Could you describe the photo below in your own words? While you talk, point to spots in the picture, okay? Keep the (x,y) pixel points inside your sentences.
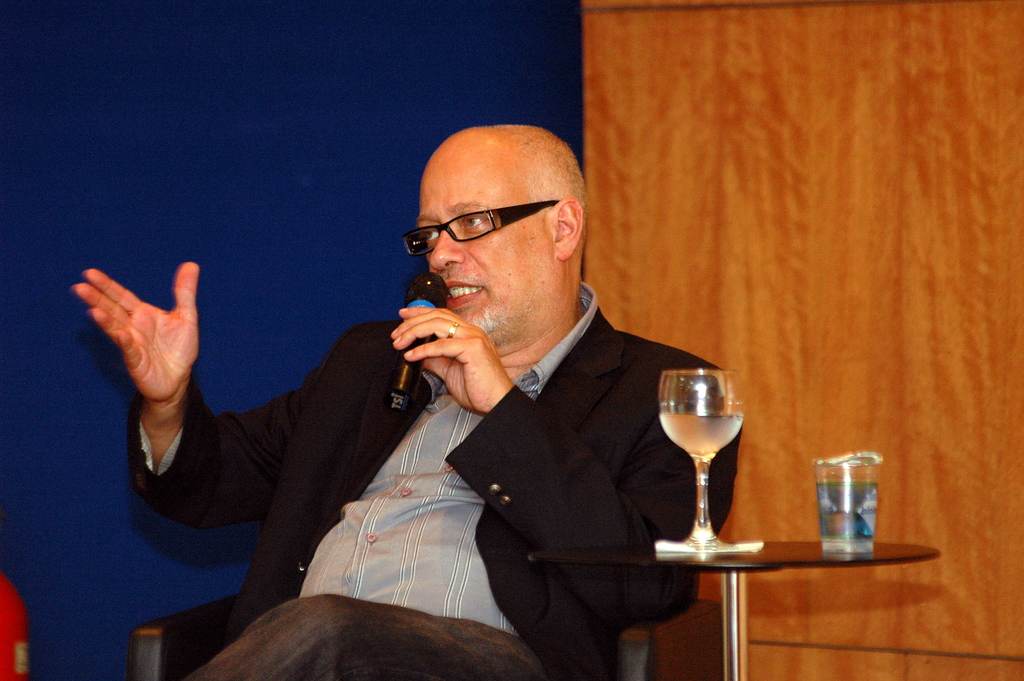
In this image there is a man (251,578) sitting on a chair (196,626). He is holding a microphone (430,299) in his hand (427,313). Beside him there is a table (729,565). There are glasses (838,480) on the table (746,563). Behind him there is a wall (641,114).
